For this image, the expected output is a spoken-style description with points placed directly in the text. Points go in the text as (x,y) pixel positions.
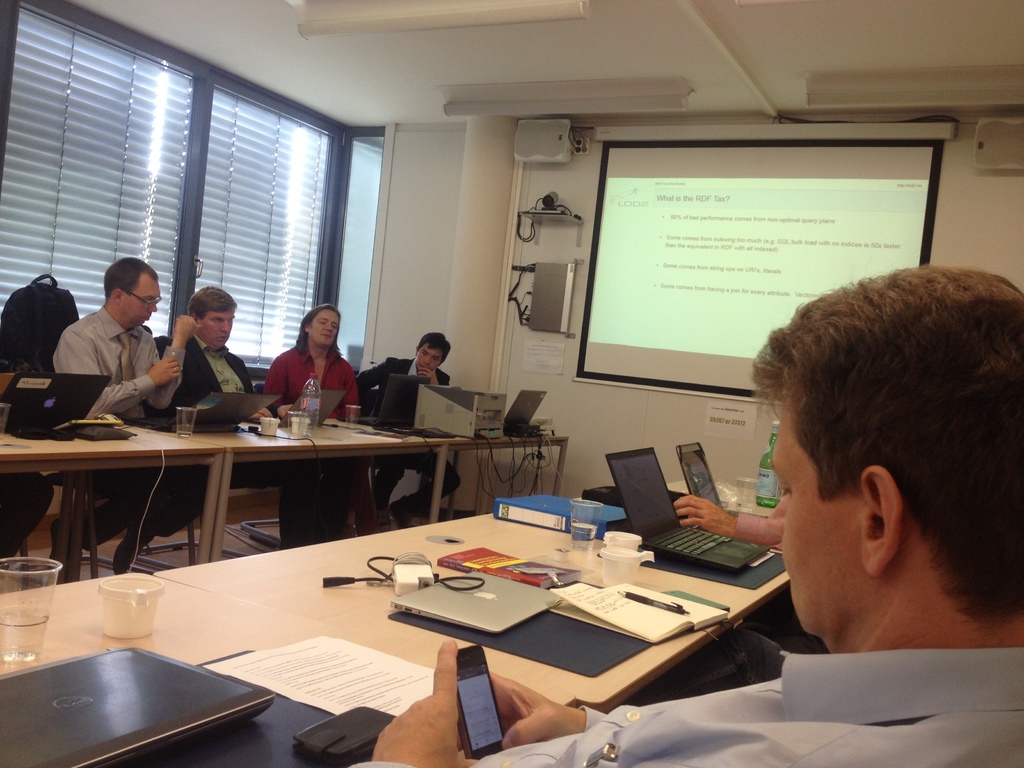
Here in this picture we can see a group of people (293,383) sitting on chairs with table (355,605) in front of them having laptops (495,633), files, papers (312,659), books (575,589) on it and we can also see glasses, cup (145,598) and bottles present and the person (800,610) in the front (827,572) is holding a mobile phone (461,696) in his hand (449,651) and in the middle of it, on the wall (971,139) we can see a projector screen (699,241) with something projected on it and behind them we can see window flaps (140,236) covered.
